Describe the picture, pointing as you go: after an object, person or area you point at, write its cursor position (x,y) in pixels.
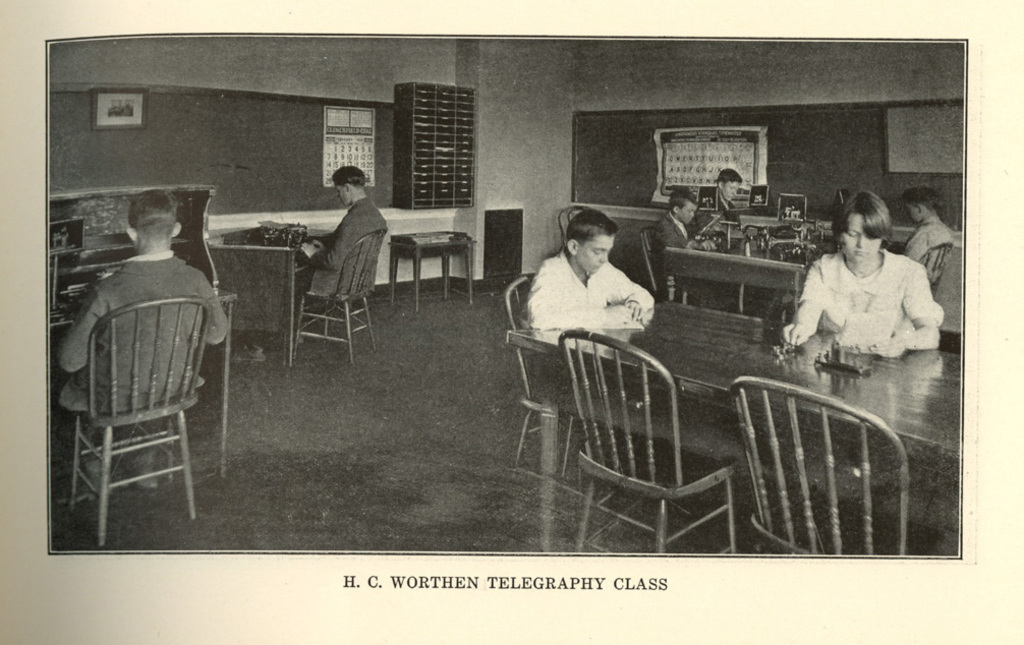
On the left (123,269) and middle there are two persons (352,249) sitting on the chair (116,363) in front of the table (226,250). In the right (928,200) there are group of people (920,191) sitting on the chair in front of the table (739,342) on which systems (789,243) are there. The background walls (302,55) are ash in color and on which calendar (343,141) and photo frame (116,114) is there. This image is taken inside a room (475,385).
